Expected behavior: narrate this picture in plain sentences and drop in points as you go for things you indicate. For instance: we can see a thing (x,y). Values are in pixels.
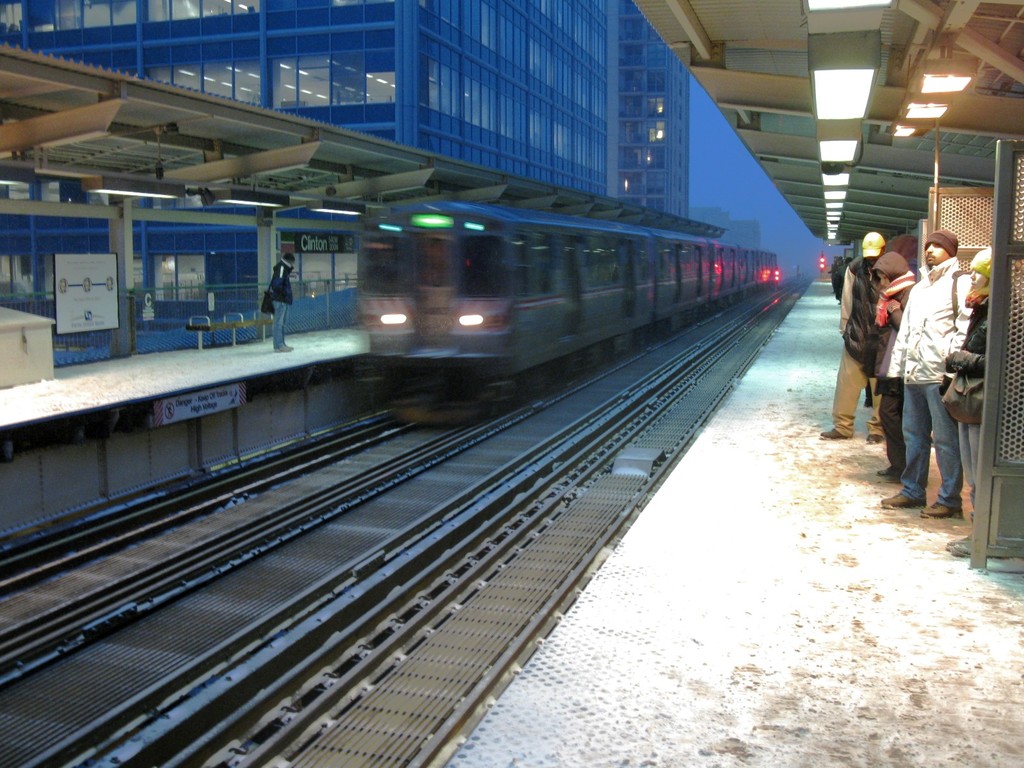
In the foreground (506,338) I can see a train (556,315) on the track (512,413) and a group of people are standing on the platform (970,601). In the background (939,123) I can see metal rods (1016,67), lights (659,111) and a rooftop (756,79). This image is taken may be on the platform (759,629).
